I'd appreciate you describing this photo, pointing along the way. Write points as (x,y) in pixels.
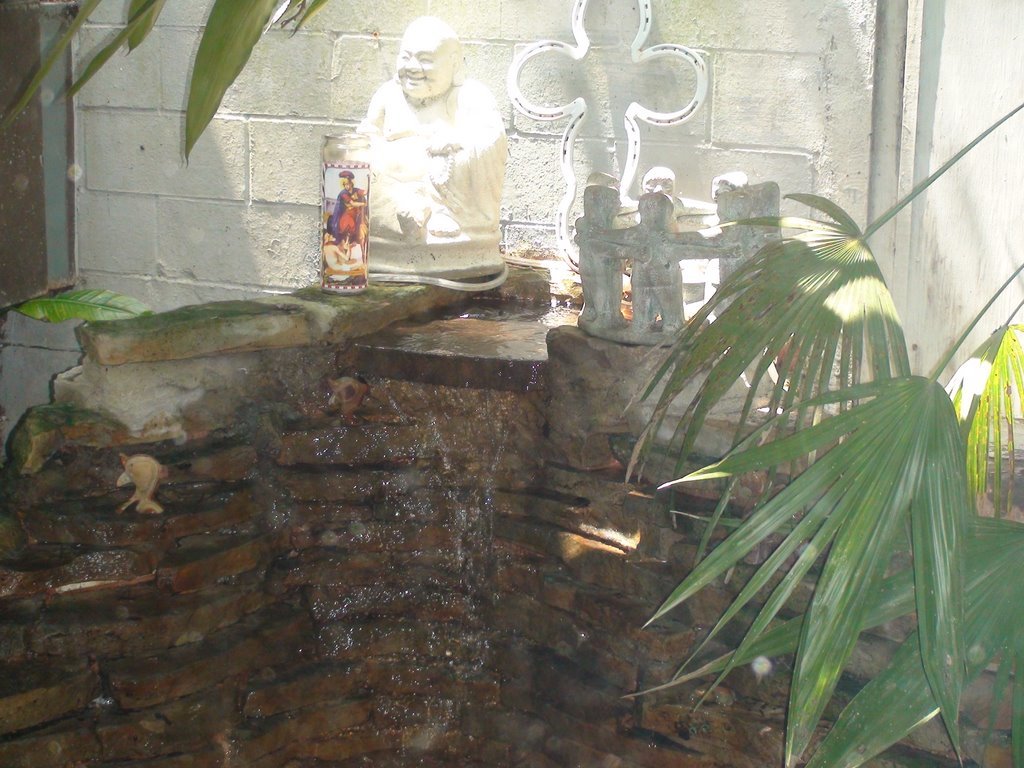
In this picture we can see a rock fountain (484,307) with a statue (451,36) on it surrounded by plants (893,456).
